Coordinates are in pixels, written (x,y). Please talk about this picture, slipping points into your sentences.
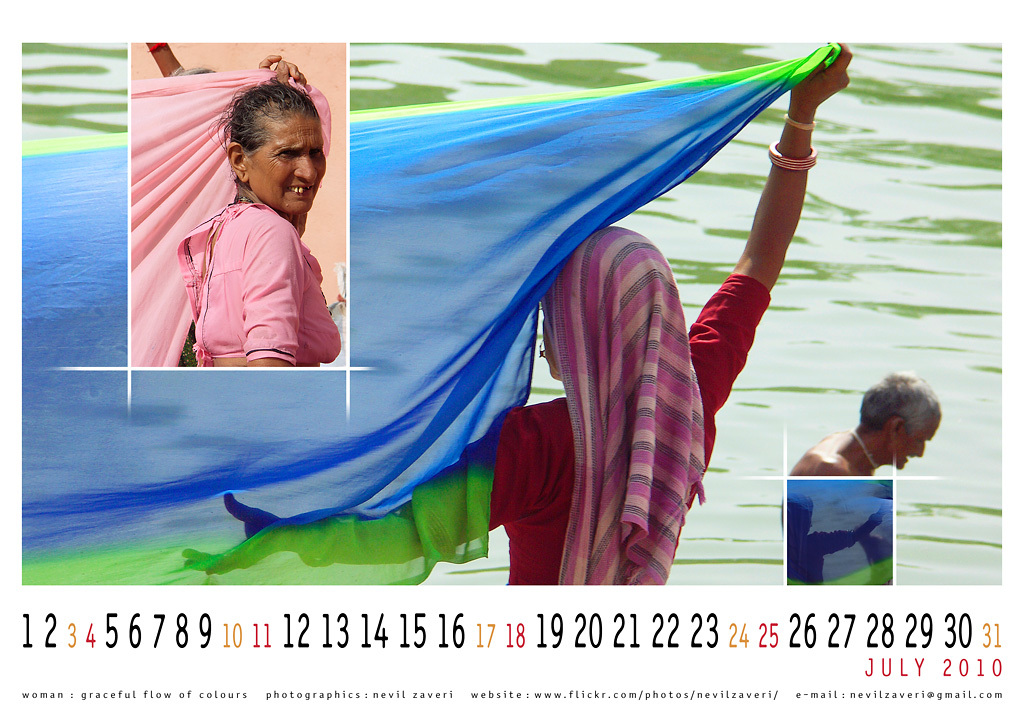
This is a poster (589,175). On this poster (572,376) we can see three persons (189,248) and there is text (671,641) written on it. This is water (890,301).
